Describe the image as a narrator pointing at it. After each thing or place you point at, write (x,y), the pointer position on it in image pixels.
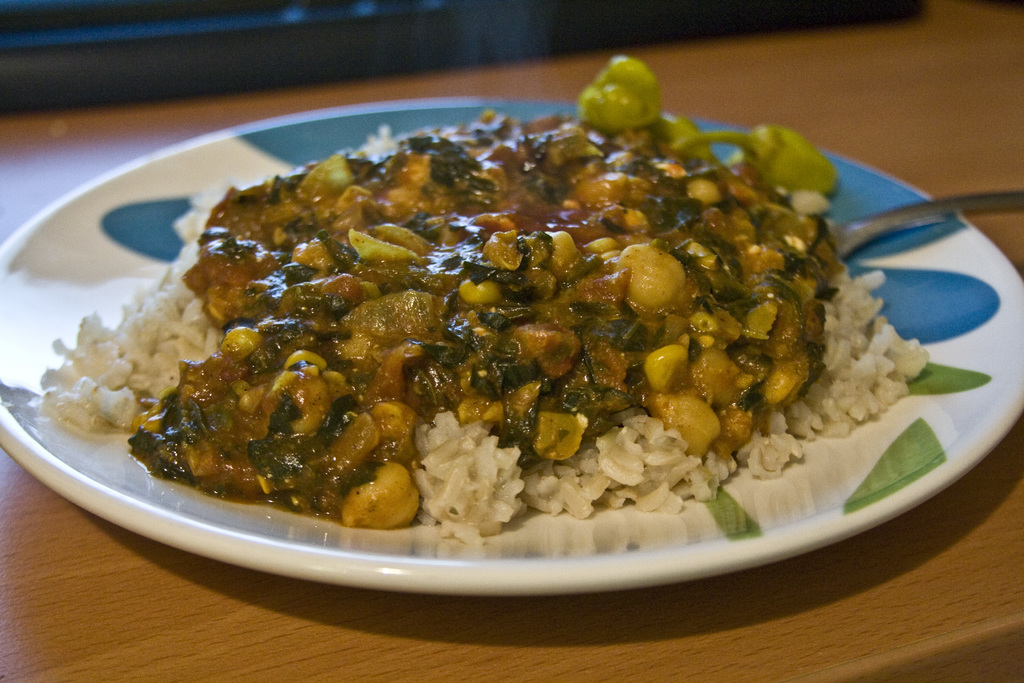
In the image we can see the wooden surface (892,42), on it there is a plate (425,572) and on the plate (559,546) we can see food item (511,282) and a spoon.
